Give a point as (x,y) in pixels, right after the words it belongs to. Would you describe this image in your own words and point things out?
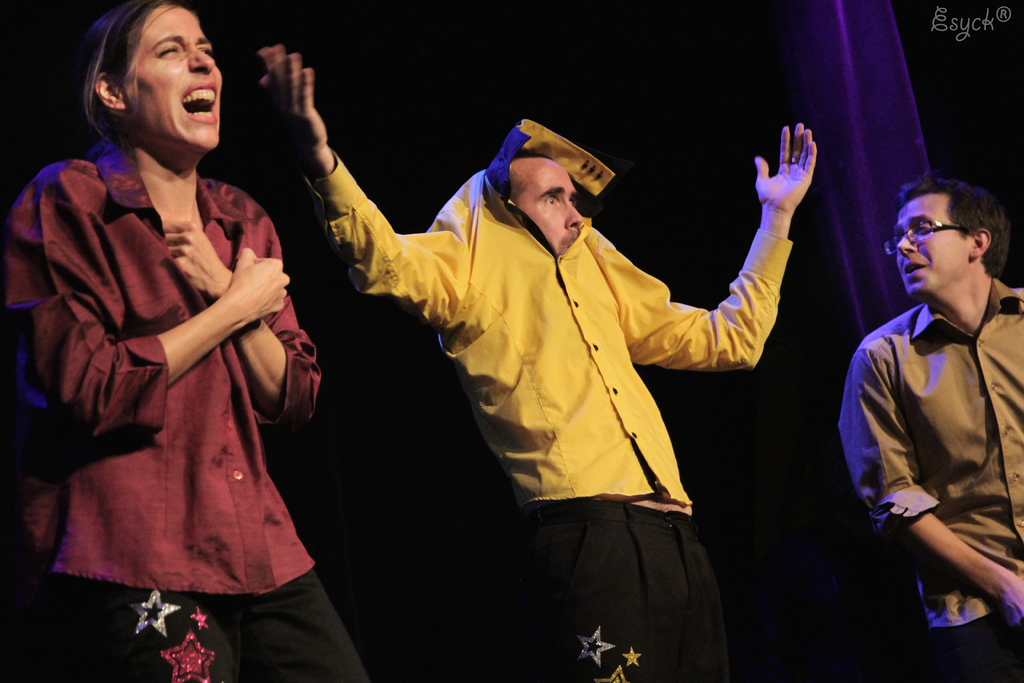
We can see a woman (284,293) on the left side of the image (294,366), she is wearing red color shirt (25,221) and there is a guy (451,203) in the middle of the image (372,240), he is wearing yellow color shirt (748,356), raised his hands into the air (661,400) and this guy (565,507) and this women (190,568) are wearing similar kind of pants (596,535). There is another guy (874,334) on the right side of the image (980,245) who is wearing specs (918,230). we can see certain kind of thing (871,123) in the background (881,73).
